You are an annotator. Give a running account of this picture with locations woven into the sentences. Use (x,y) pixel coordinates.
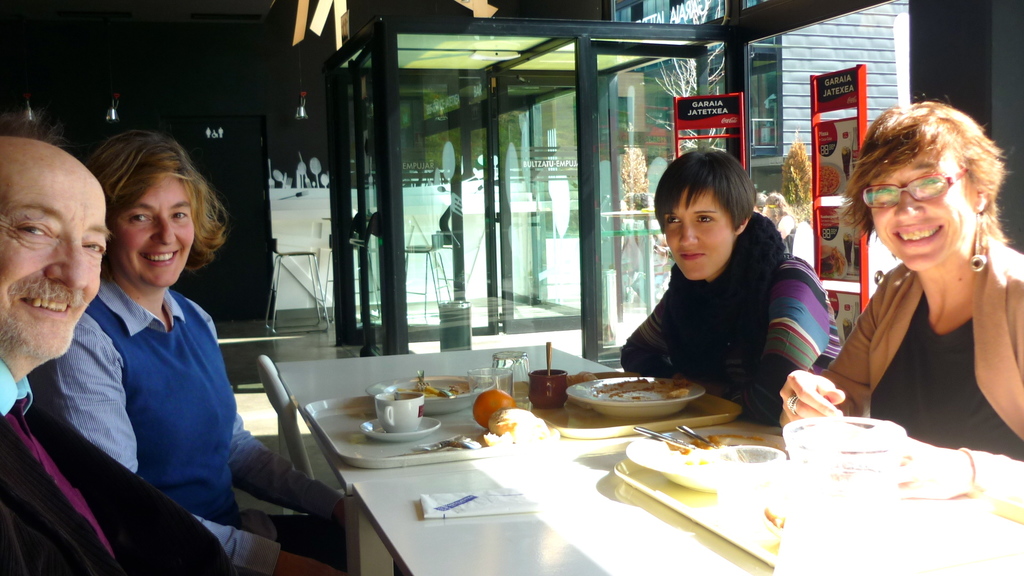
In this picture there are group of people (876,402), they are sitting around the table (409,491) to the right (746,409) and left side of the image (8,520) and there are food items (781,518) on the table (384,490), there is a glass door (398,35) at the center of the image (465,327) it seems to be a hotel (421,346).
